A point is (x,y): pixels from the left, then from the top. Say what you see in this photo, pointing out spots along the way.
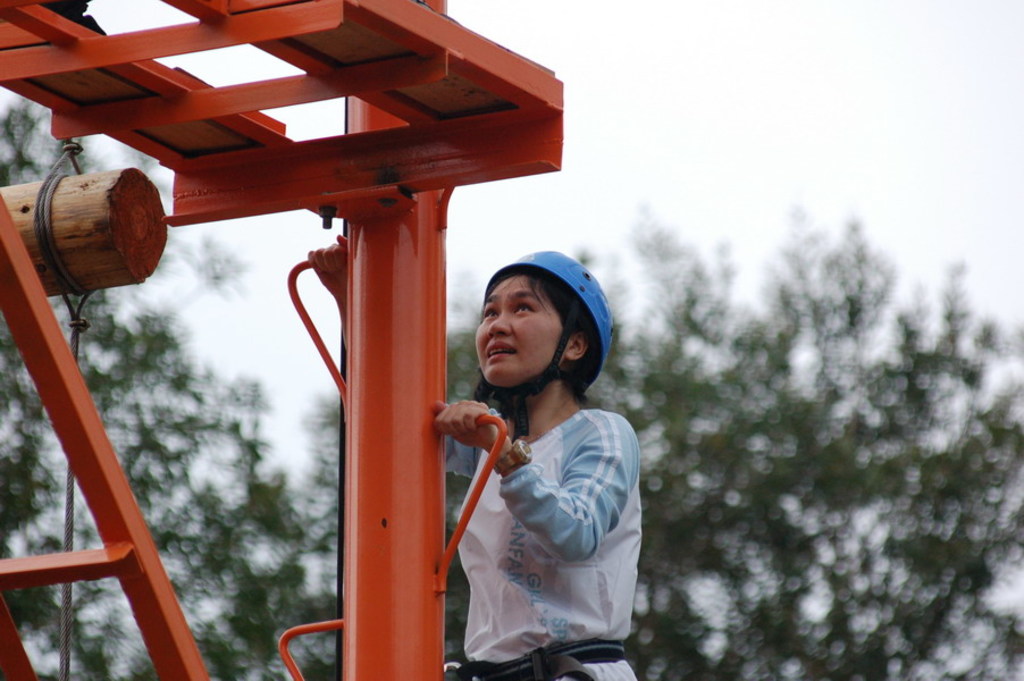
In this picture there is a woman (598,564) who is wearing helmet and t-shirt (589,603). She is climbing the pole (393,357). On the left (139,222) there is a wood (106,244) and ropes (65,162) are connected to it. In the background (860,427) I can see many trees (818,489). At the top (835,139) I can see the sky (266,413) and clouds (738,129).
